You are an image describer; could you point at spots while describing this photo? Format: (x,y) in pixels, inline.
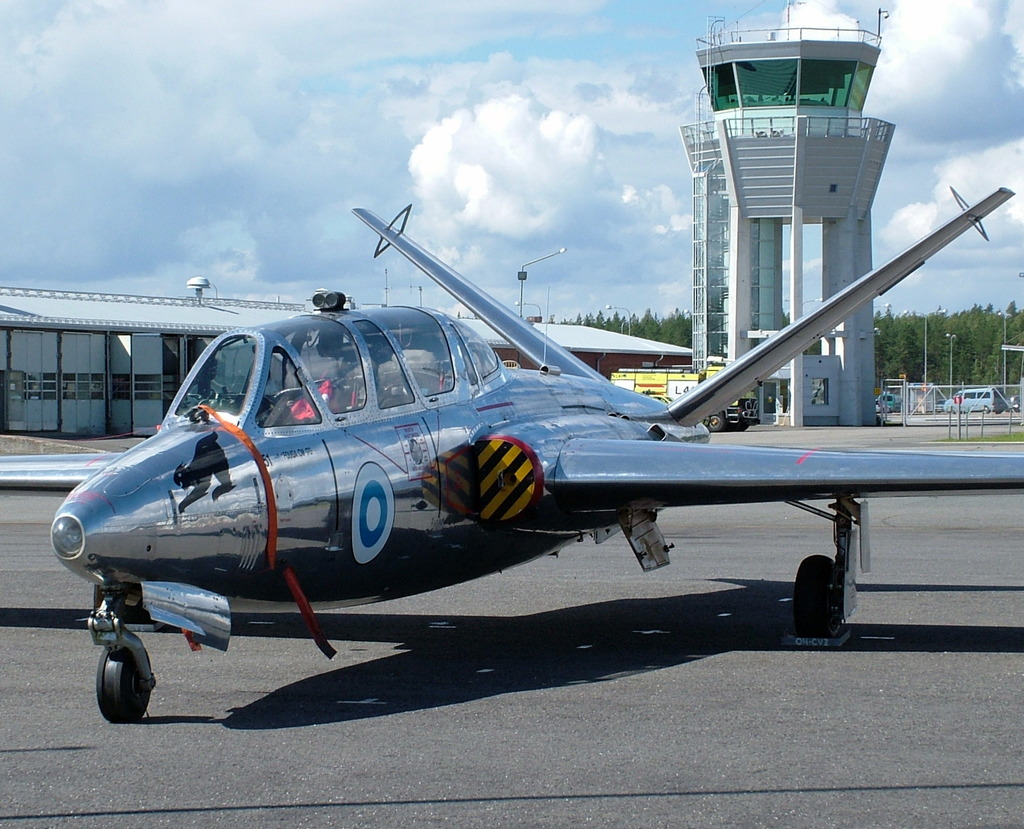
In this image in the center (513,437) there is a airplane (617,435), and in the background (782,328) there are some towers (706,346), trees (920,351), poles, lights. And on the right side (938,397) there is a car (993,399) and railing (922,399), at the bottom (610,703) there is road (856,671) and at the top of the image (307,143) there is sky (289,146).
